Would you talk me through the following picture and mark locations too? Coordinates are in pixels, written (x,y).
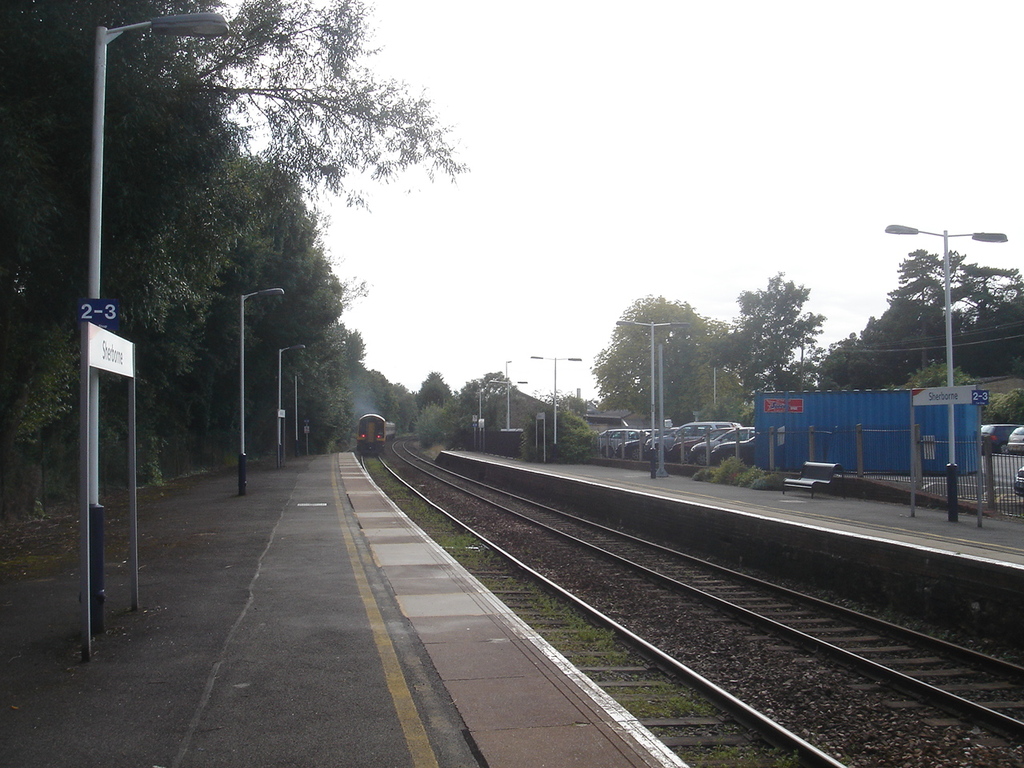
In this picture we can see the railway track (591,630), one train (369,446) is moving and beside we can see some trees (67,407) and electric poles (239,485).
